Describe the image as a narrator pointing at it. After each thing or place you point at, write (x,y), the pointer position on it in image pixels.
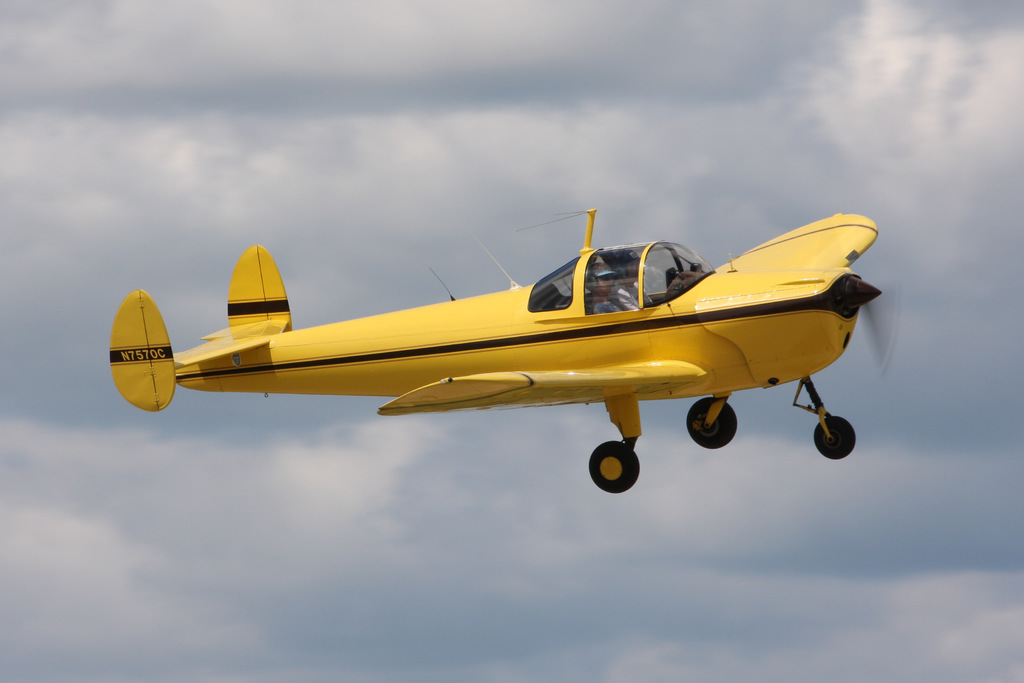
In this image I can see an aeroplane (667,327) which is in yellow and black color. The sky (705,466) is in white and blue color.
